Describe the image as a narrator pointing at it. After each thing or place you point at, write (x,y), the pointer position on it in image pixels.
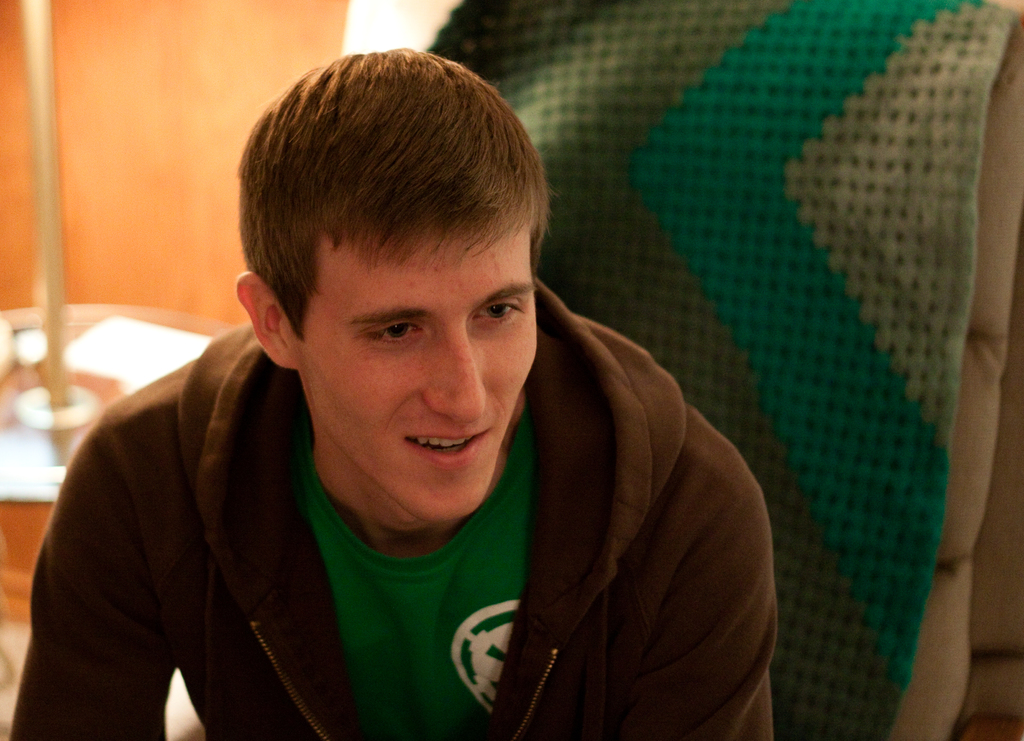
In this image we can see one man (292,468) is sitting, he is wearing hoodie (209,541) with green t-shirt (391,633). Behind him one chair (865,379) is present.
